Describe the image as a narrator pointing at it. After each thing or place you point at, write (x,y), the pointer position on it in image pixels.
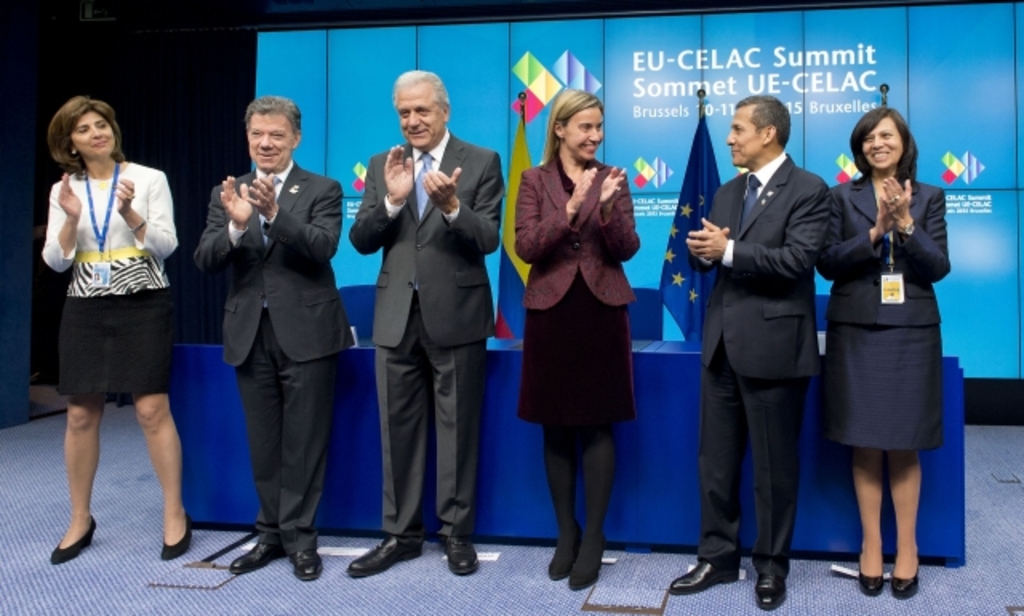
In this image, we can see a group of people (322,381) are standing on the floor (580,602). They are smiling and clapping their hands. Background we can see flags (697,223), screen (956,100), curtain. Here there is a desk (960,451) and chairs (651,325).
